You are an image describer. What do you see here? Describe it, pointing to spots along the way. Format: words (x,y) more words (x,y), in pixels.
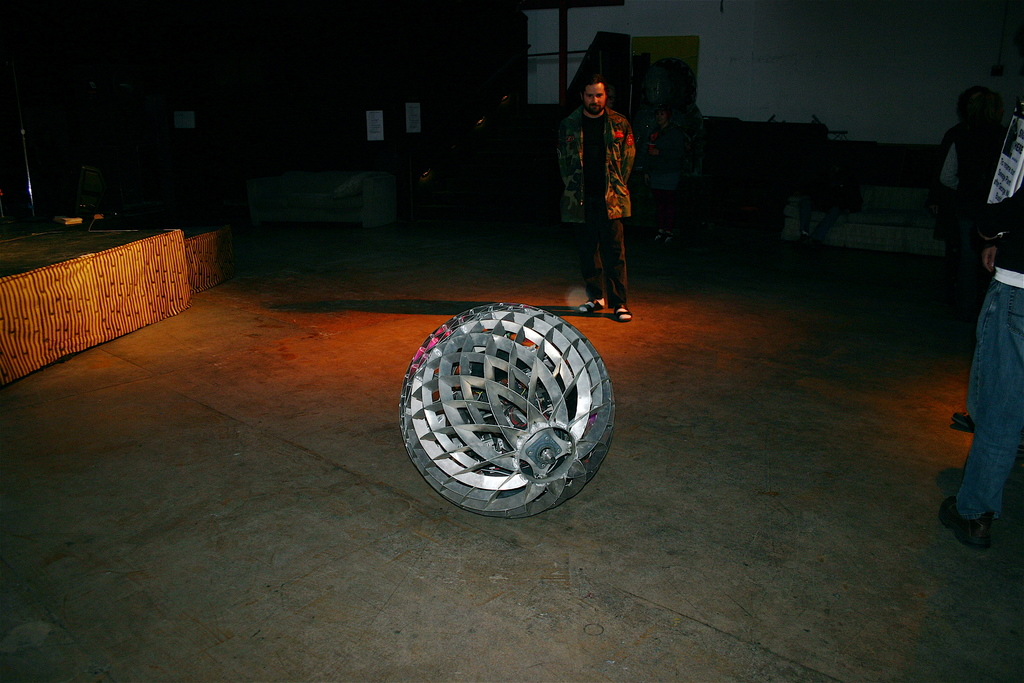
In this image we can see a few people (966,262) standing, on the left (228,241) we can see some objects (221,264), in the background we can see few objects (851,144), at the bottom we can see a metal object (552,387) looks like a sphere (577,384).
